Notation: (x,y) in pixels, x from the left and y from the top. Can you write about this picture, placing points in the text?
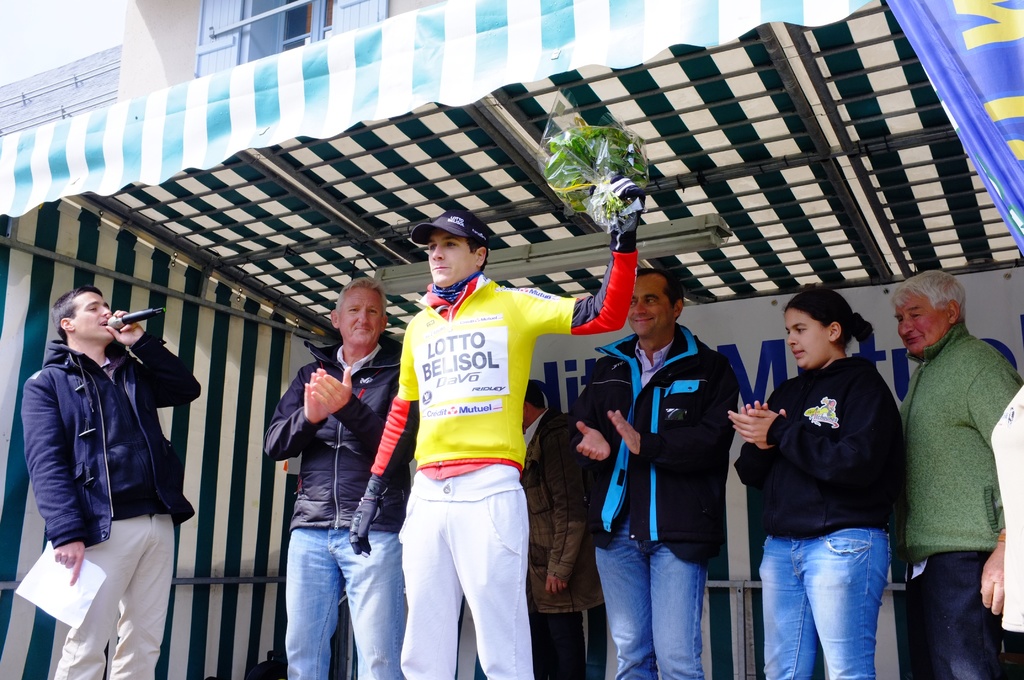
In the center of the image (416,435), we can see a man (476,391) holding a bouquet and in the background (545,378), we can see a tent (357,148) and there are some other people (576,421). At the top (174,30), there is a building (392,12).
